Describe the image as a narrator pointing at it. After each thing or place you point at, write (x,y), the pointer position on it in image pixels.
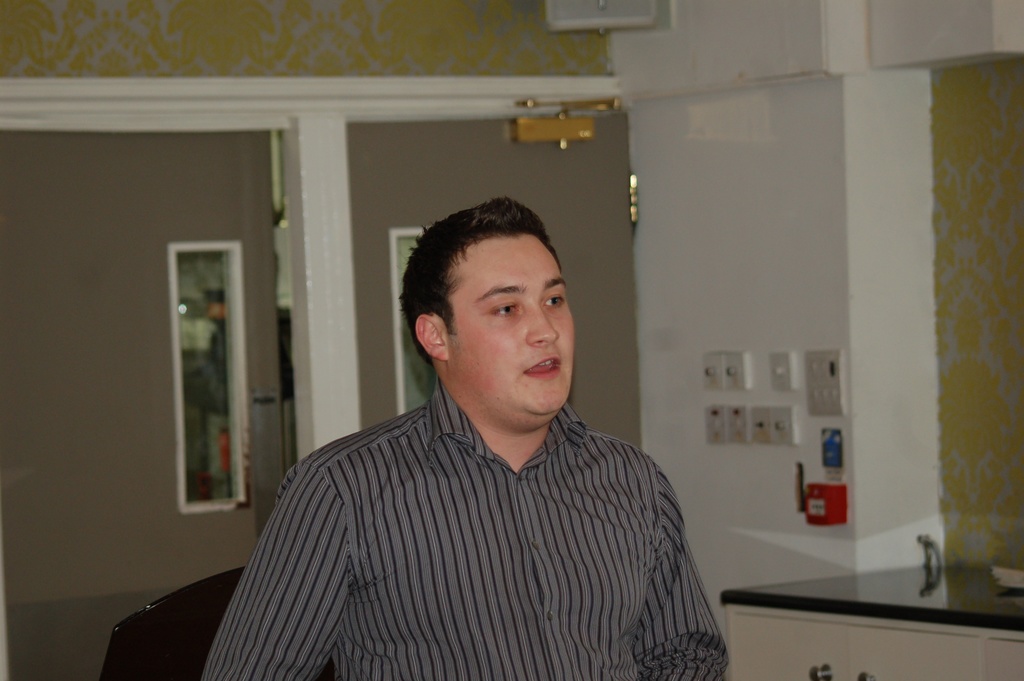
In this image we can see a person (519,496). We can also see a table (864,598) with a cupboard (843,648), some windows (234,451) and the switch boards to a wall (739,498).
